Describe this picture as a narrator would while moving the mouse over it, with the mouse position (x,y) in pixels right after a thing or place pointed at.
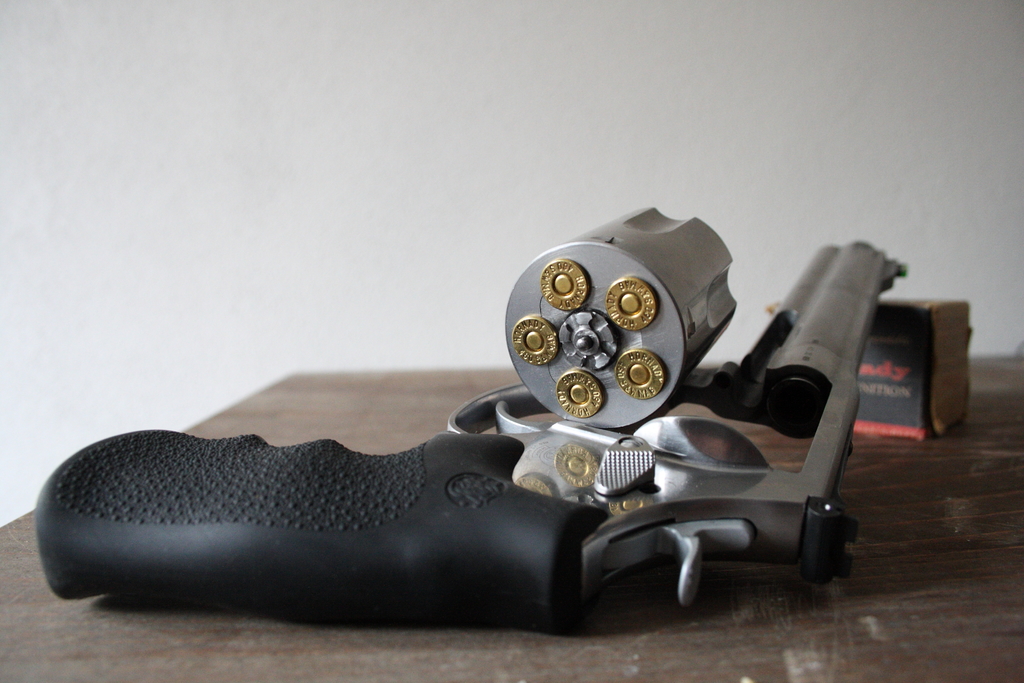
In this image, we can see a gun (450,435) with bullets (654,387) and there is a box (906,403), which are placed on the table (364,652). In the background (348,118), there is a wall (440,125).
